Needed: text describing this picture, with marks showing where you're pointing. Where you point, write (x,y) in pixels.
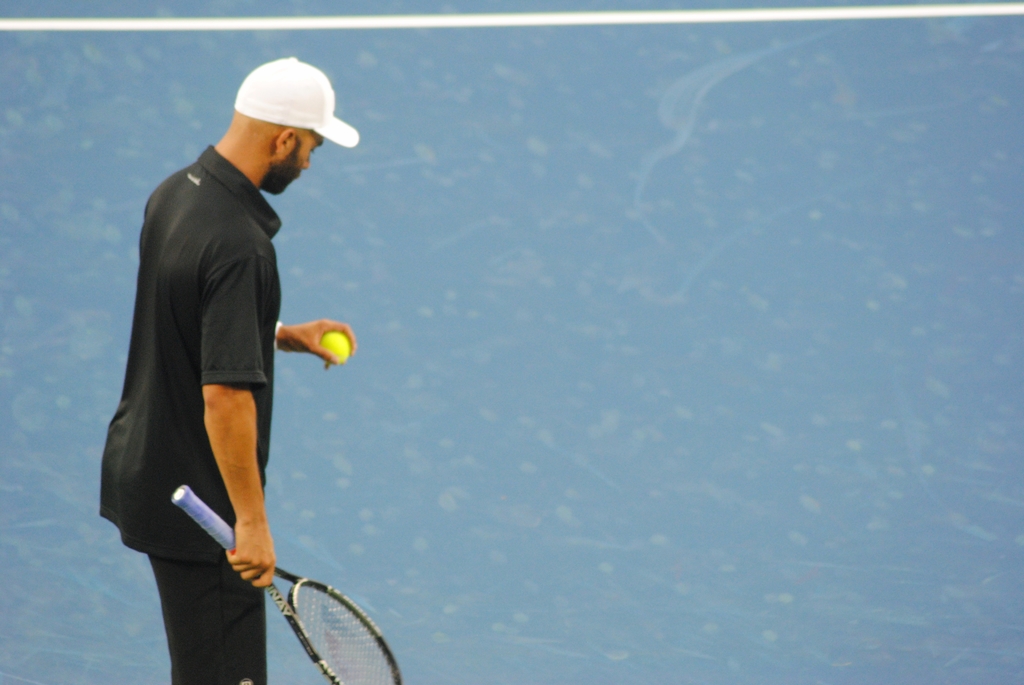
In this Image I see man (230,129) who is wearing a cap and he is holding a ball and a racket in his hands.
